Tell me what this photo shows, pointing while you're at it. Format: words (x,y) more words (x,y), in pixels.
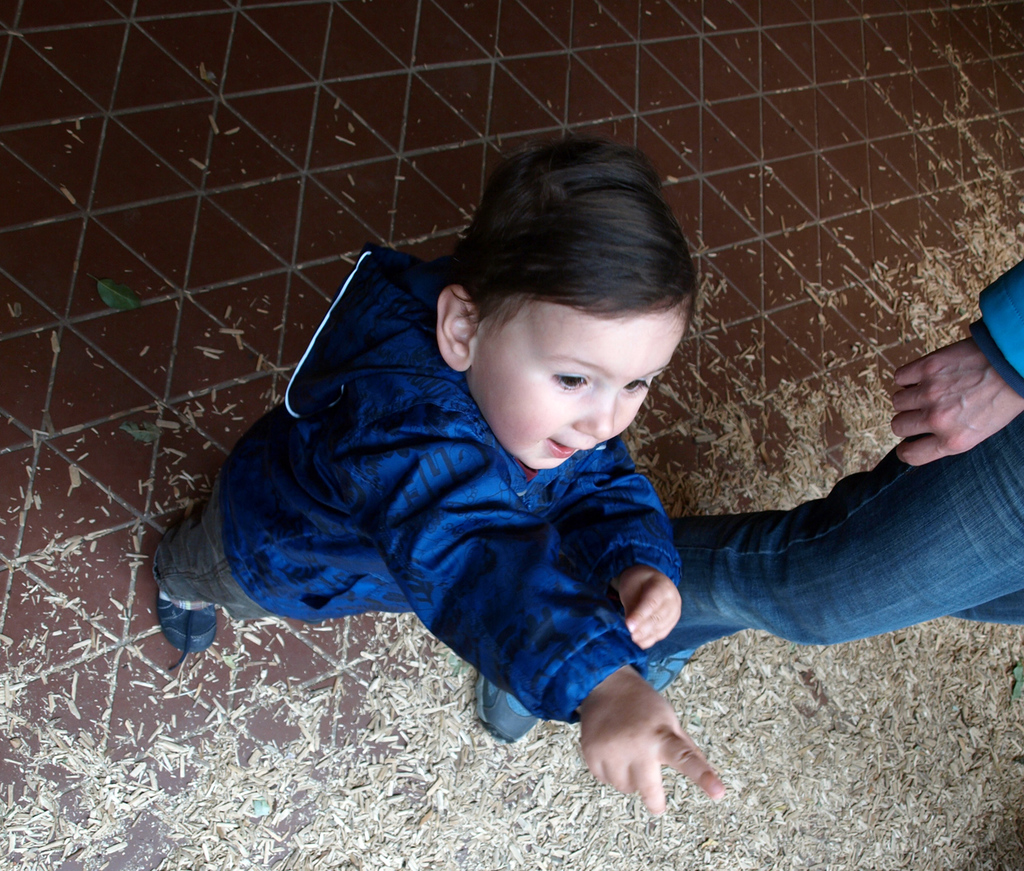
In this image we can see a child (593,557) and a man (780,573) standing on the ground (458,759).
